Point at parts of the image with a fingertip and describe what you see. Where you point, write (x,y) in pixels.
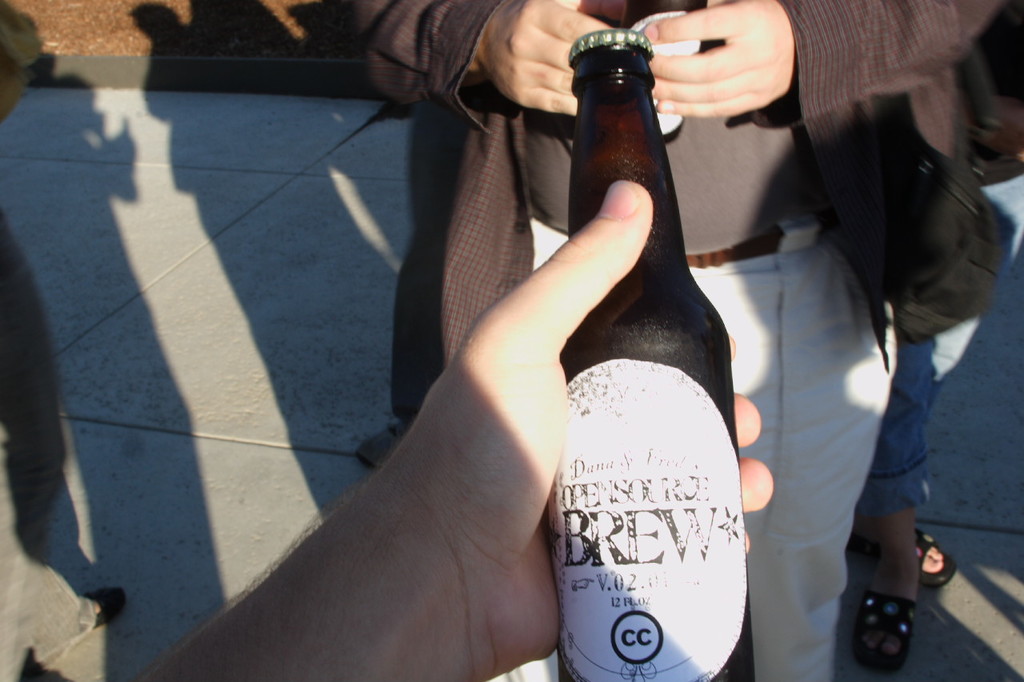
In this image i can see some persons (681,153) and a glass bottle (625,412) in a hand (533,474).
